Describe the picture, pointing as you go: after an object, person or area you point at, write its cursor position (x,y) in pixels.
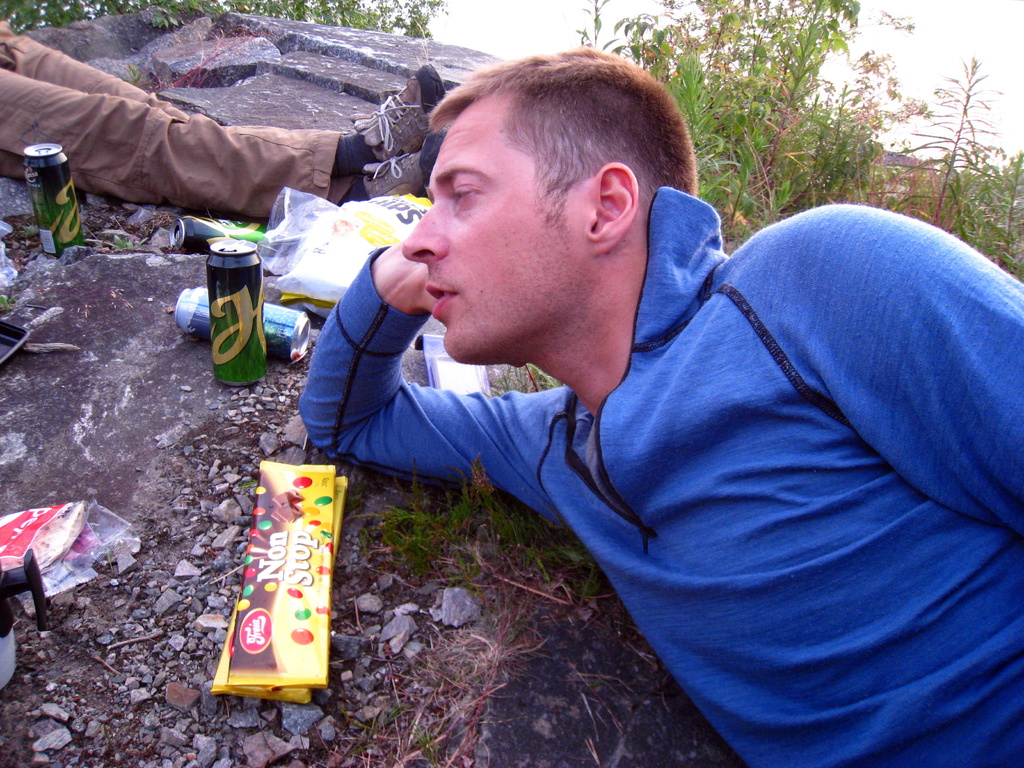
In this image we can see a person (700,541) lying on the ground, also we can see the person's legs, there are tins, stones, plants (458,533) and some other objects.
